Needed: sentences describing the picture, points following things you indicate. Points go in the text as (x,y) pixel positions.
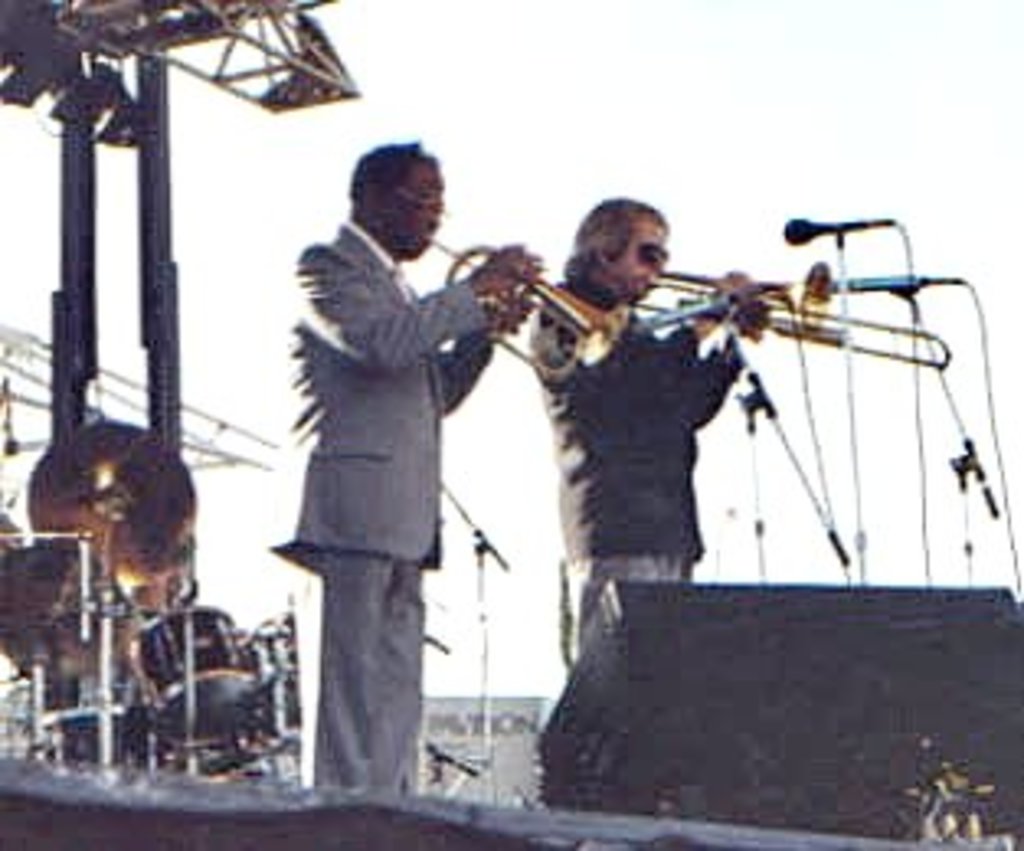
In the image there are two men (602,530) standing on the dais (270,780) and playing a trumpet (591,310) and a trombone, in front of the men (650,369) there are two mics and behind them there are some other music instruments (153,576) like drums (179,657), in the background (638,125) there is a sky (696,118).
